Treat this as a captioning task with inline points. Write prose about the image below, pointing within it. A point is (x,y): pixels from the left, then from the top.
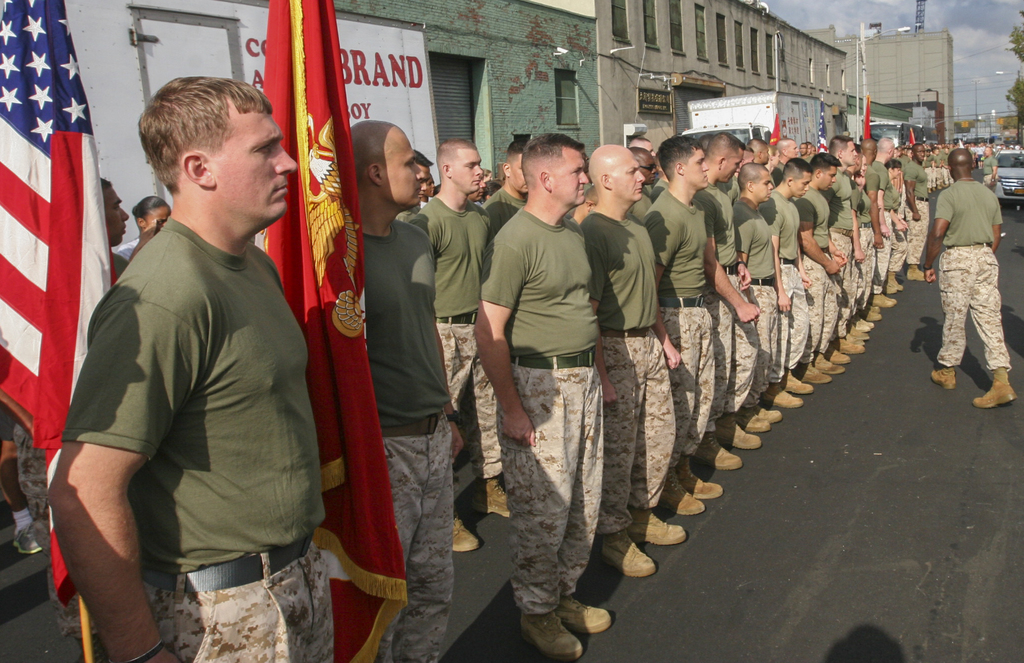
In this picture we can see a group of people (635,307) are standing. On the left side of the image (10,289) we can see the flags (355,336). In the background of the image (940,124) we can see the buildings (711,88), boards (342,95), door (186,73), poles (779,92), some vehicles (816,104), trees (1021,81), wires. At the bottom of the image (916,601) we can see the road (896,556). At the top of the image (940,16) we can see the clouds (973,39) are present in the sky (962,41).
